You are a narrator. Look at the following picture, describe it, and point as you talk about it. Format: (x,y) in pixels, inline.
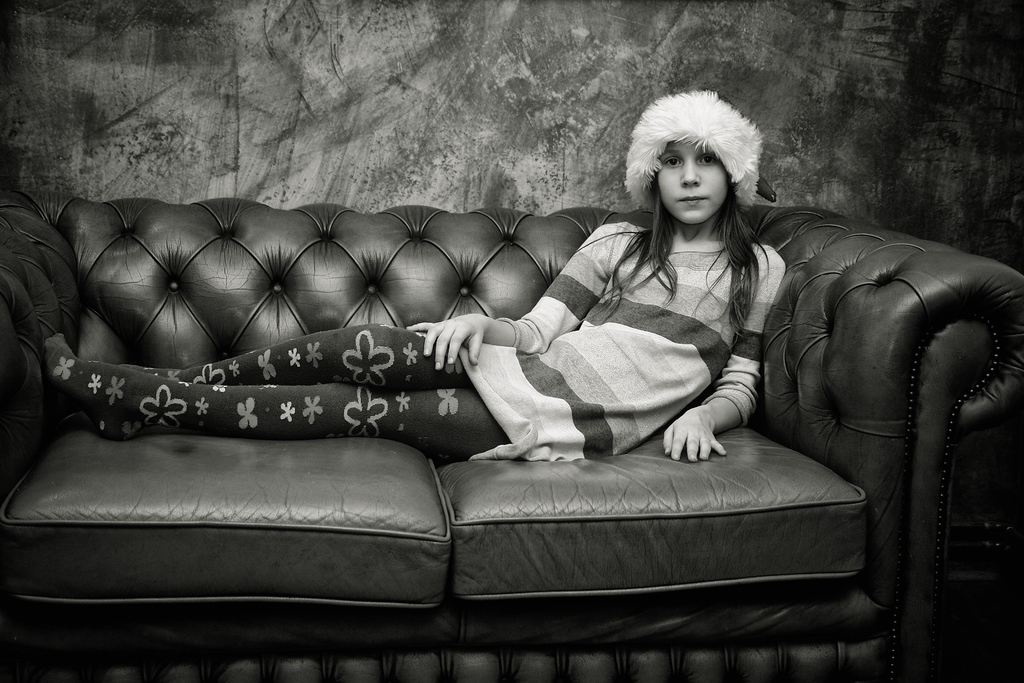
In the image we can see there is a girl (641,335) who is sitting on sofa (26,348) and she is wearing a white hat (659,128) and the image is in black and white colour.
